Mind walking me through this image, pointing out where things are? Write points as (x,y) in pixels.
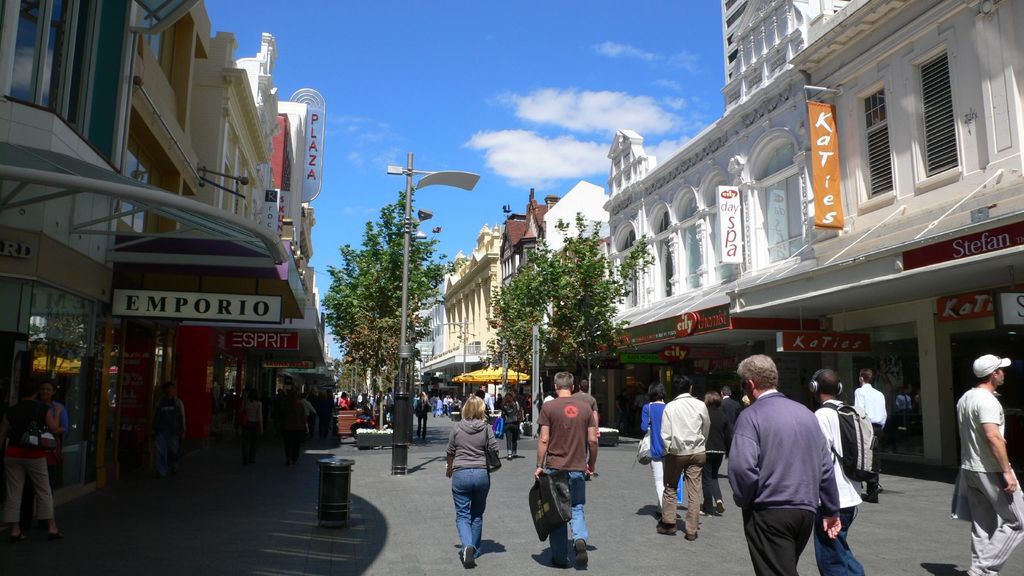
In this image we can see some persons (557,560) walking through the street (502,488), there are some street light poles (399,421), trees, dustbins (321,493), boards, buildings (305,299) on left (295,296) and right side of the image (684,281) and top of the image (410,59) there is clear sky (467,162).
